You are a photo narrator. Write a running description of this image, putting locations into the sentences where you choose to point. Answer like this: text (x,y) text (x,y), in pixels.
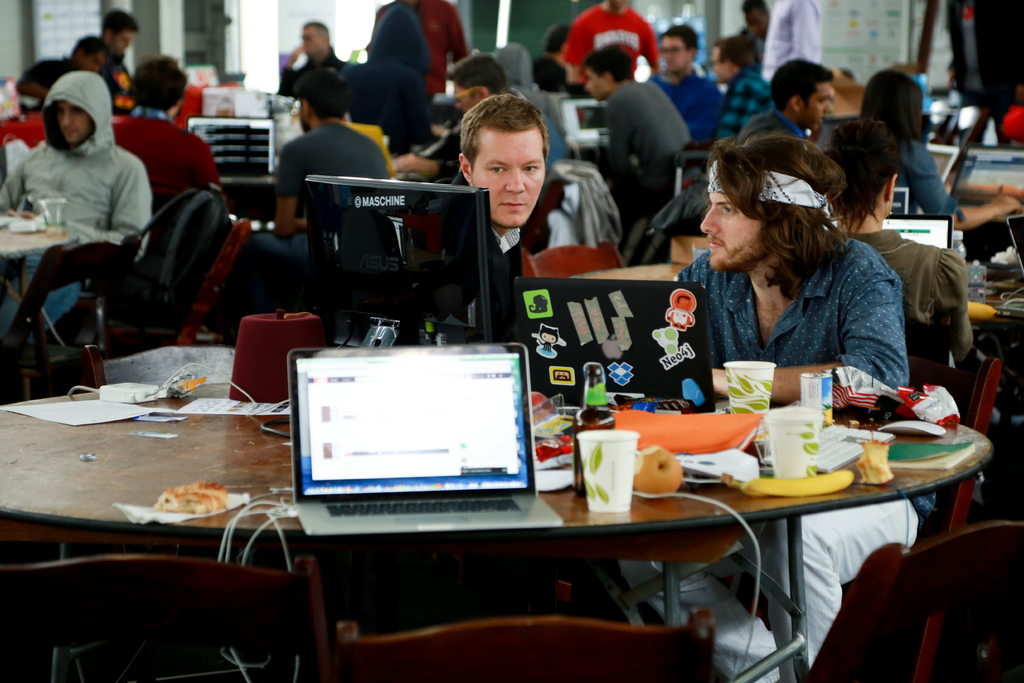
Here we can see some persons (737,313) are sitting on the chairs (537,635). These are the tables (7,244). On the table (508,530) there are laptops (519,409), glasses (795,433), and papers (228,408). On the background (916,27) there is a wall (897,42).
